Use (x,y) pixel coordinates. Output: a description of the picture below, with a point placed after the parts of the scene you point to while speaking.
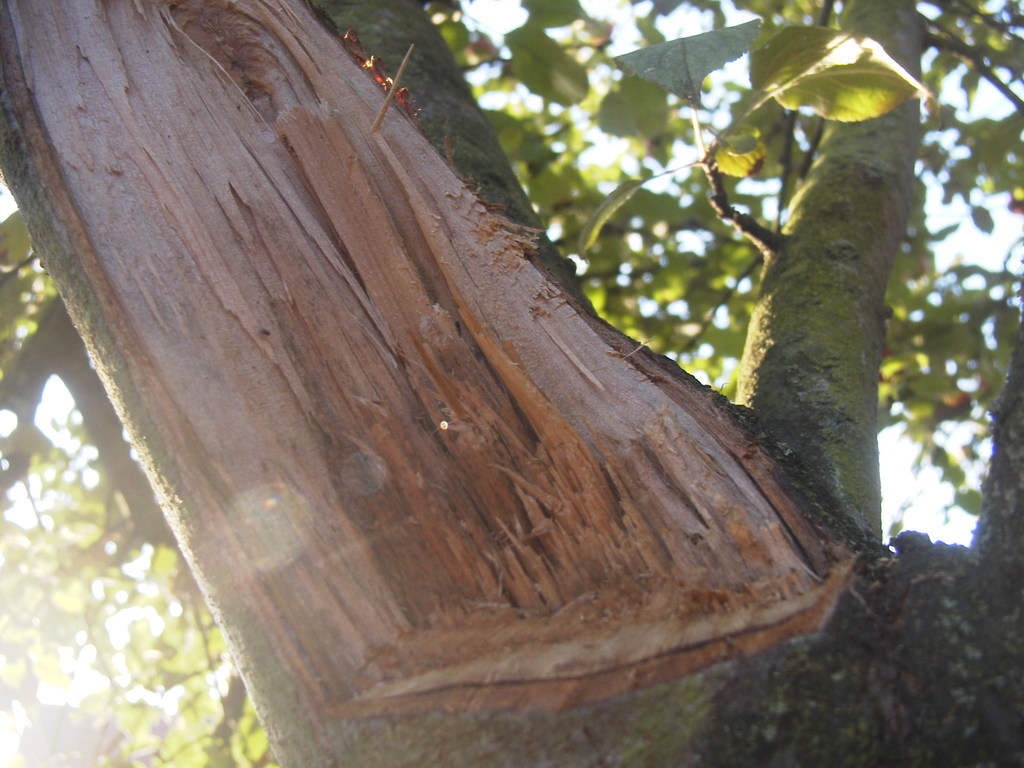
In front of the image there is a tree (603,241). In the background of the image (638,11) there is sky (622,51).
